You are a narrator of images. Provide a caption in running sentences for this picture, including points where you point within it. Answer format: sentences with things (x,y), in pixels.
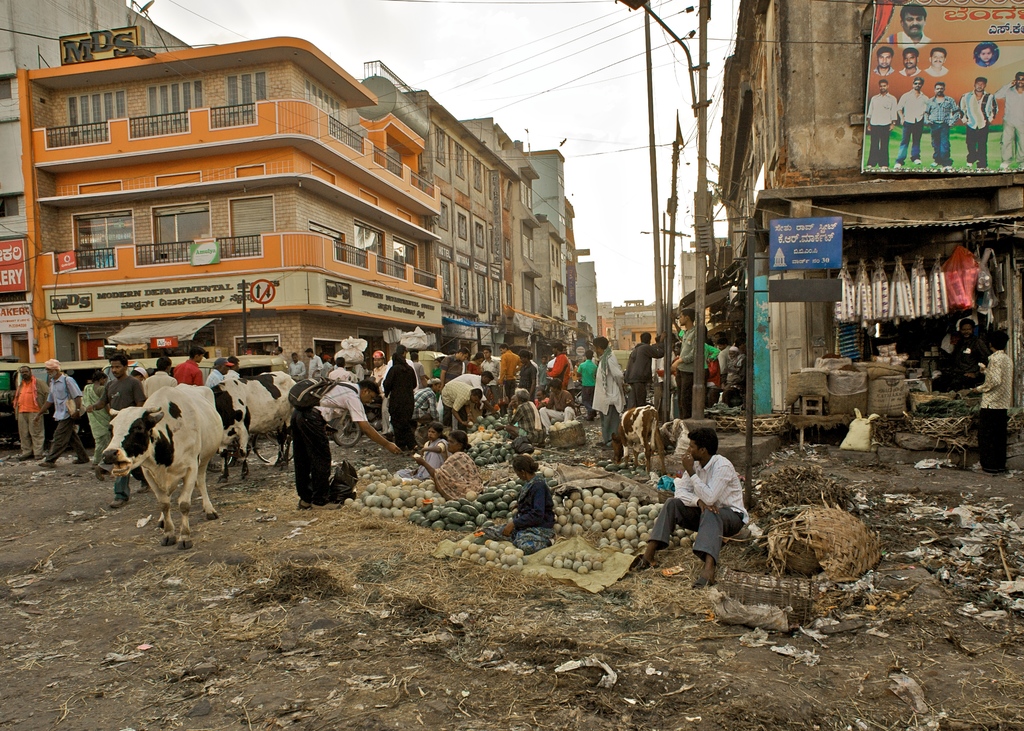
In the foreground of the picture (564,395) I can see a group of people (462,404) and I can see a few of them sitting on the side of the road (522,594) and they are selling the fruits (516,549). I can see two cows (256,419) on the left side (220,430). There are buildings (280,138) on the left side (267,134) and the right side (802,35) as well. I can see the electric poles (676,158) on the right side (703,322). I can see the banner (959,125) on the top right side (940,87).
